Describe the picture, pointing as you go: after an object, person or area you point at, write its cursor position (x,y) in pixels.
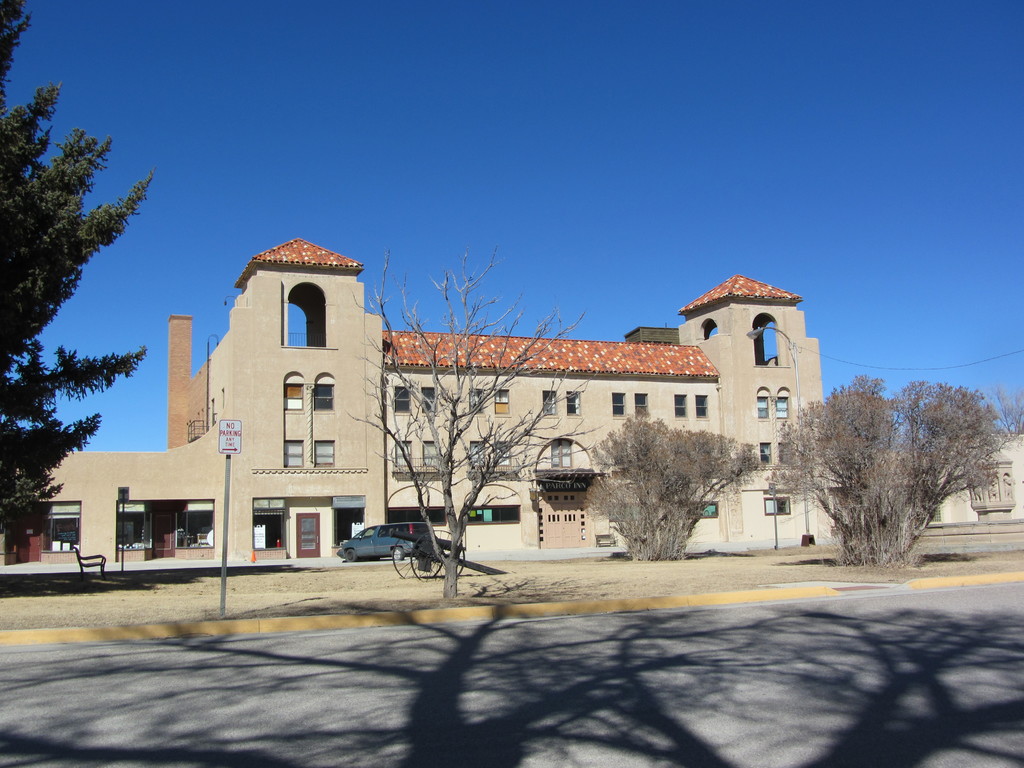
In this picture we can see road (873,655), car (378,546), chair (81,571), trees (12,235), boards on poles (121,565) and building (526,460). In the background of the image (462,252) we can see the sky (453,222) on blue color.
